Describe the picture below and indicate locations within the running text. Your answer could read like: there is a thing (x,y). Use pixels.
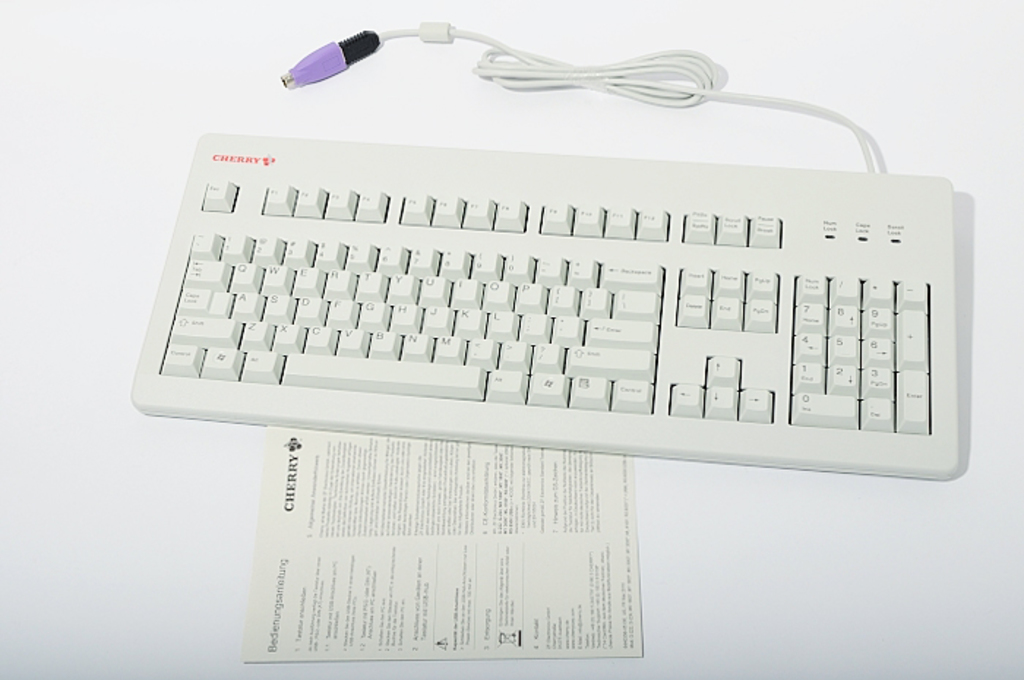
In this image in the center (462,246) there is one keyboard (495,252) and one paper (447,623).
